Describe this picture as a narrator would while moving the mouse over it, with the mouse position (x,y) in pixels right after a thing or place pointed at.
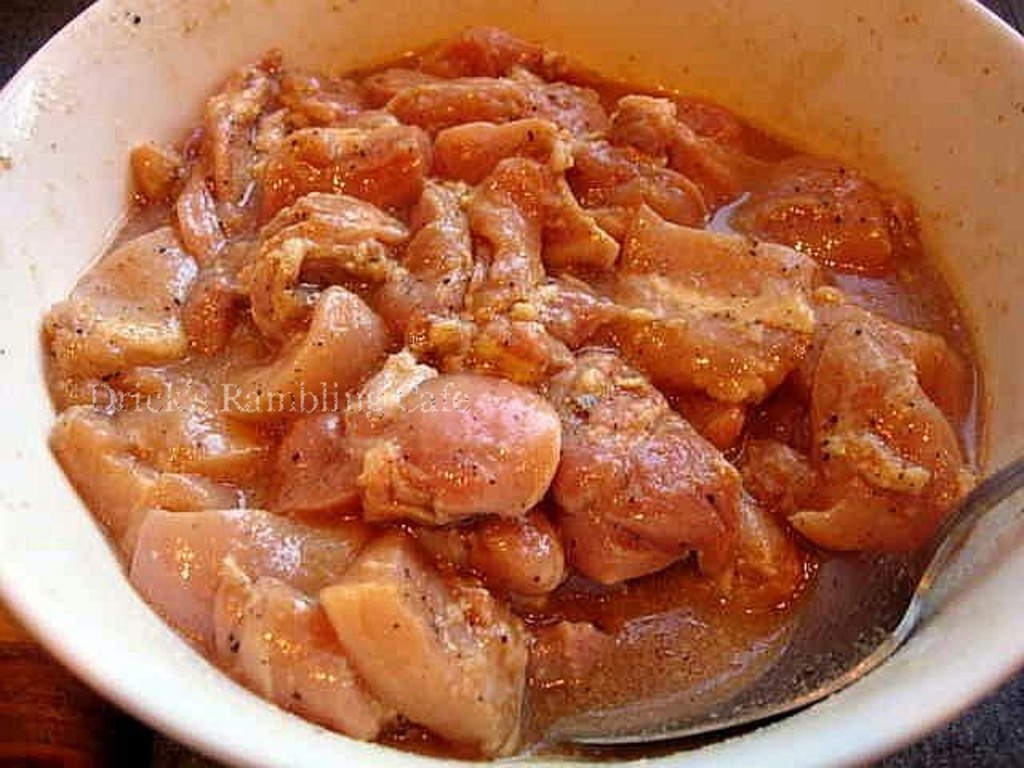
In this image we can see food item (457,559) and a spoon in a bowl (899,21) on a platform (44,702).
